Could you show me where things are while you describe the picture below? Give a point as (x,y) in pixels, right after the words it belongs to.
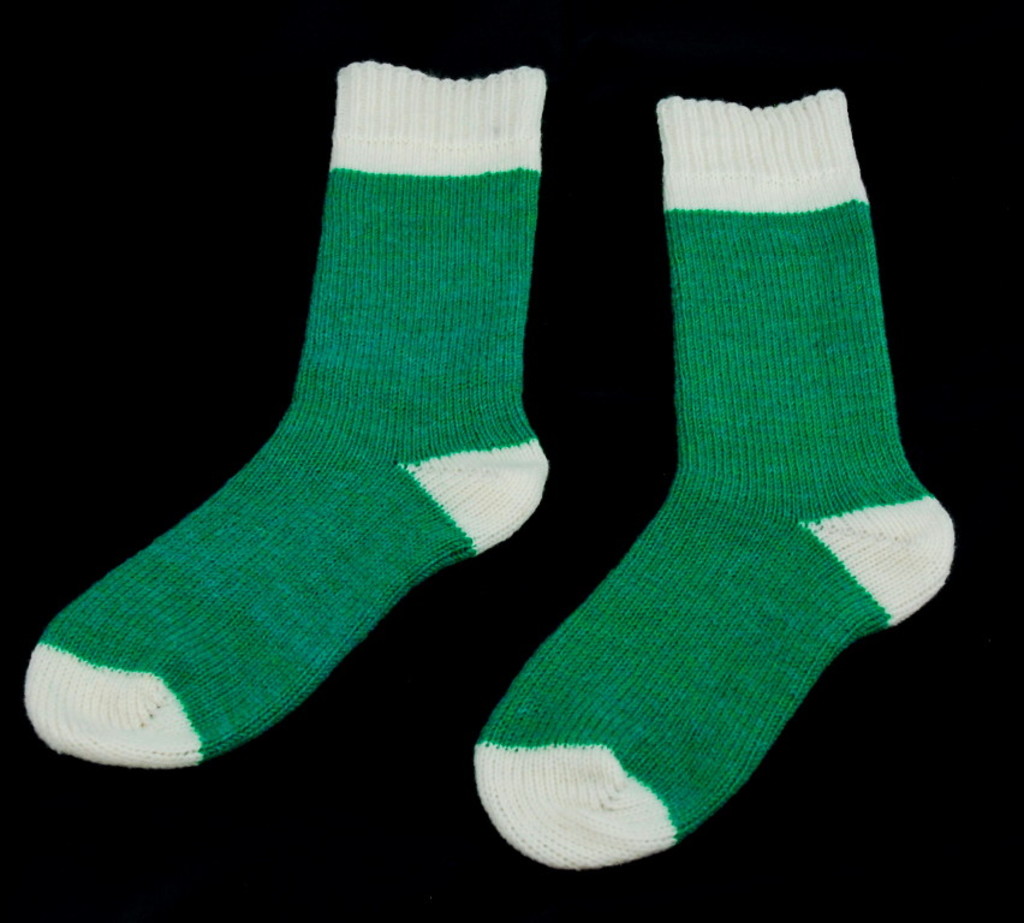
In this image, we can see two green and white color socks (455,387).
